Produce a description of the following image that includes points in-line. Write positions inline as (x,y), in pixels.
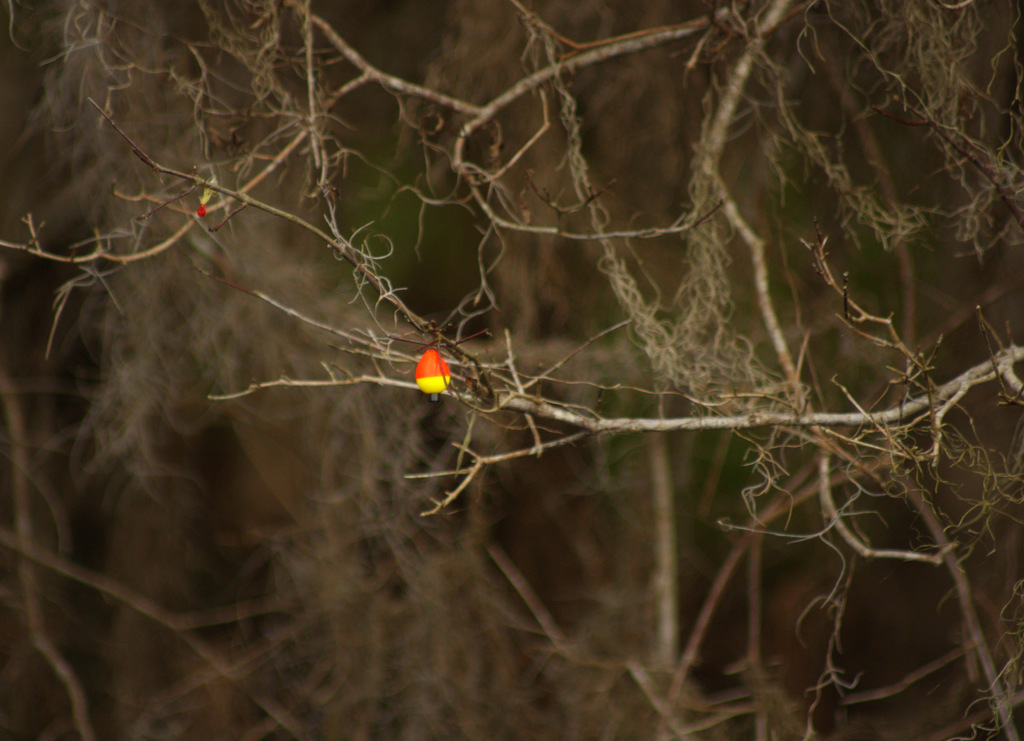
In the foreground of this picture (411,349), there is an object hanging to a tree (822,432) and the background (300,512) is blurred.
